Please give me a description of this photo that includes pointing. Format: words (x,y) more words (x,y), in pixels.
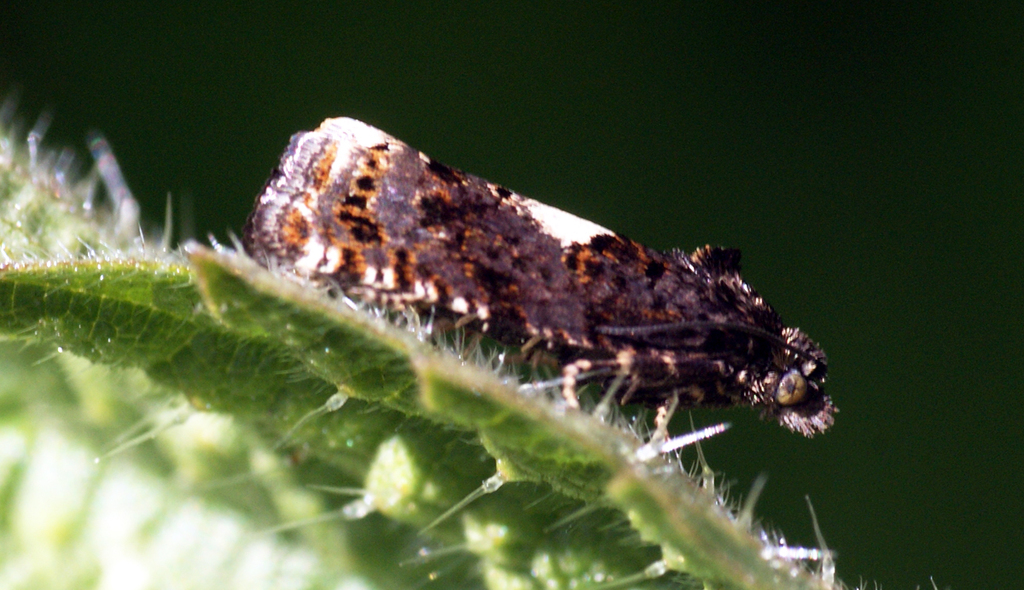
In this image, we can see some leaves (309,397). We can also see an insect (545,215) and the background (543,137).
